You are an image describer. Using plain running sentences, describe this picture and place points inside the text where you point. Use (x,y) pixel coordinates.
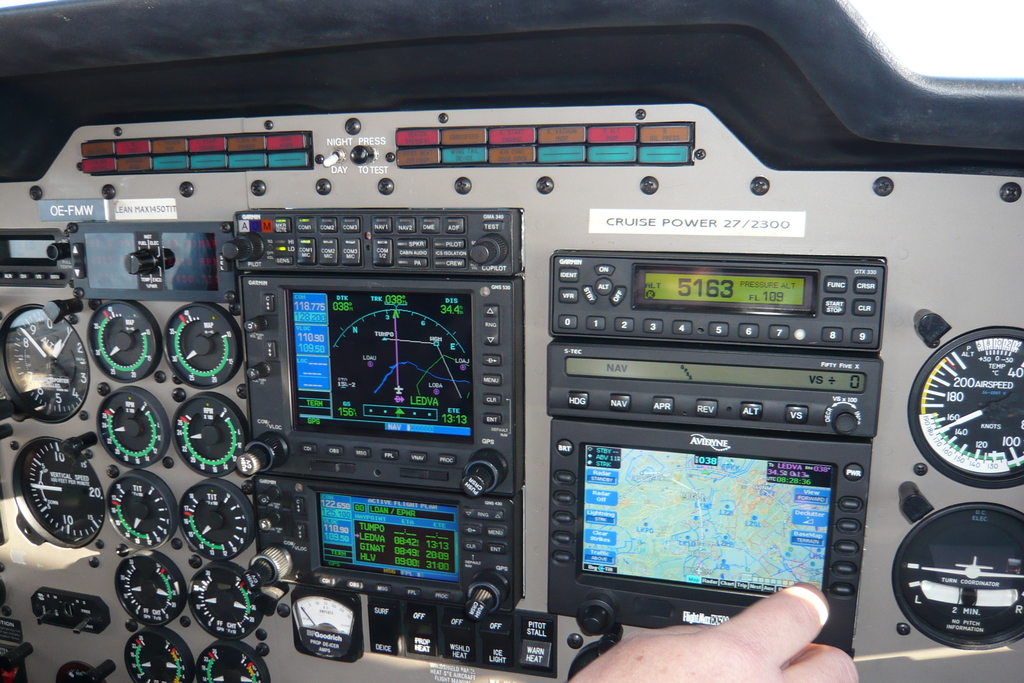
The picture consists of a cockpit (492,510). At the bottom (726,626) there is a person's hand (705,656).
